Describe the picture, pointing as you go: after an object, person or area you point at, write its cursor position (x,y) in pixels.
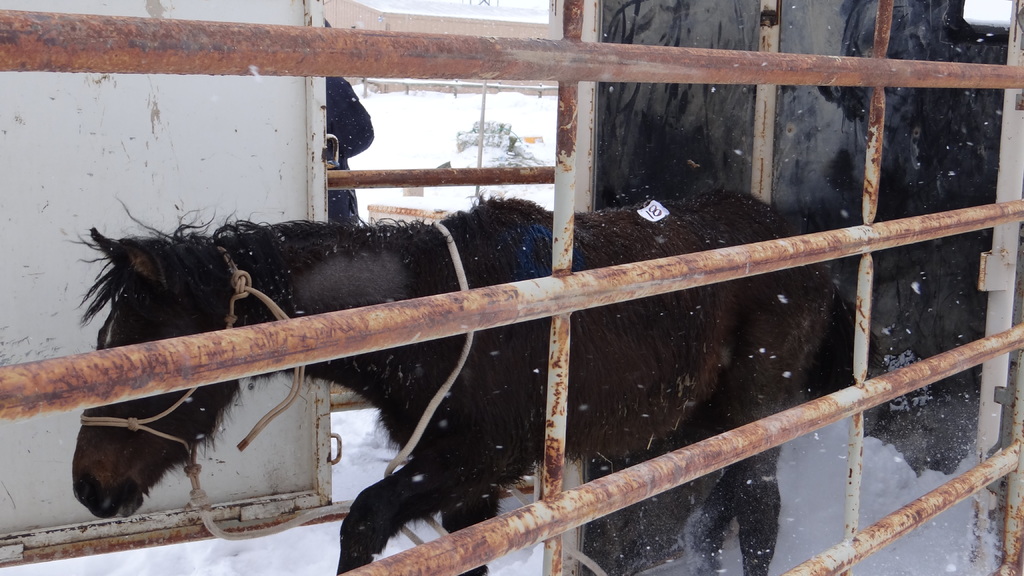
In the image there is a fencing (555,496) with rods (549,384). Behind the fencing (503,318) there is a horse (343,303) standing on the ground (962,547). On the ground (907,548) there is snow (927,550). Behind the horse (354,293) there is a door (264,82) and in the background (404,160) there is a person (346,130), there is snow (458,142) and also there are few other objects (486,140) in the background (472,130).
